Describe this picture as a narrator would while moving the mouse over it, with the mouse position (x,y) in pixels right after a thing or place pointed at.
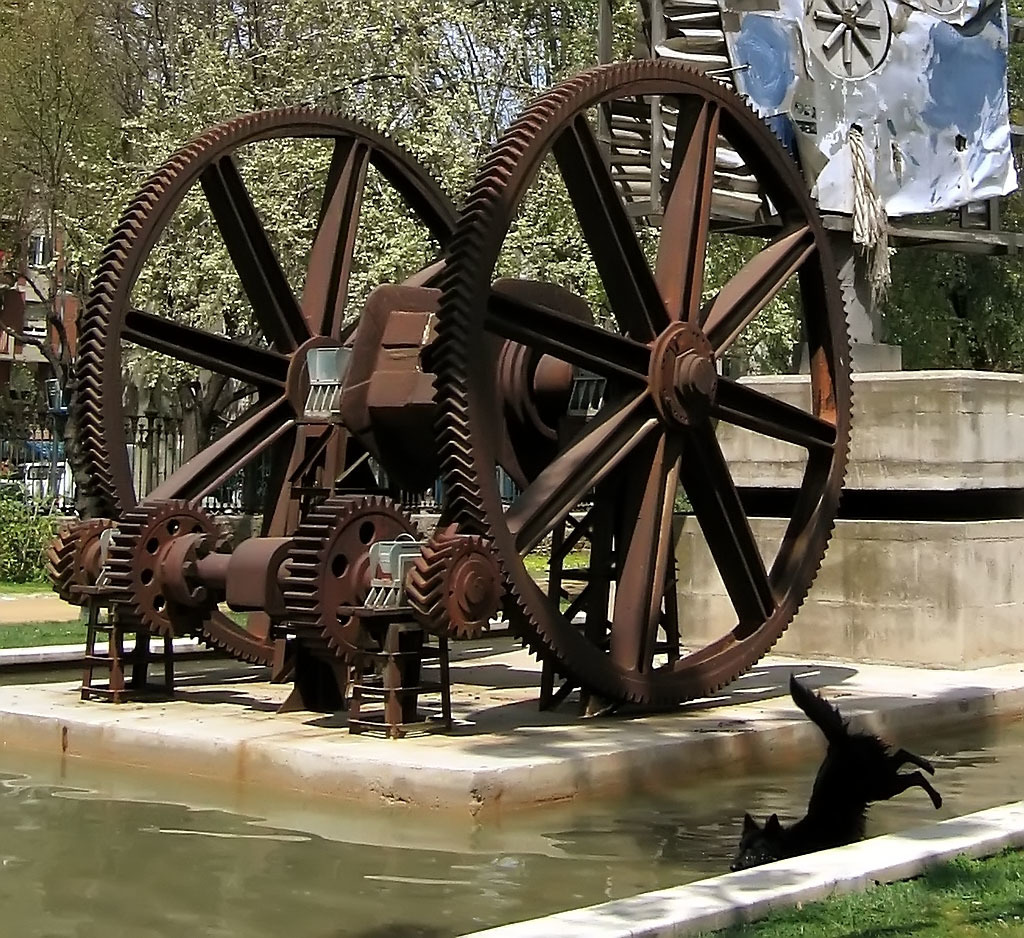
In this picture I can see a mechanical instrument (359,122) with wheels (336,137). I can see an animal (771,829) jumping into the water (558,903). I can see iron grilles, vehicle (41,448), plants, building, trees (15,35) and some other objects (1014,604).
